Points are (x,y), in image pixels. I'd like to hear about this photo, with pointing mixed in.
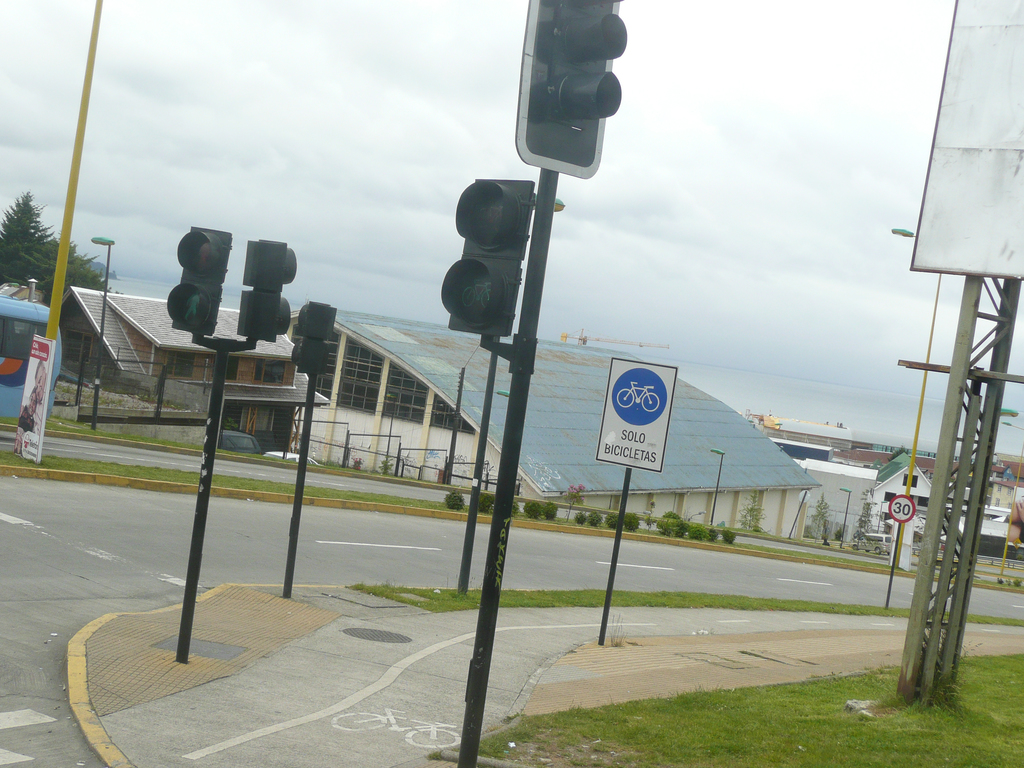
In this image there is a road (131,521) in the middle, Beside the road (179,515) there is a footpath (129,624). On the footpath (118,631) there are traffic signal lights (489,411) and signal boards (646,437). At the bottom (881,733) there is grass (768,723). At the top (699,137) there is sky (703,134). There are buildings (737,427) on the right side of the road (733,556).
